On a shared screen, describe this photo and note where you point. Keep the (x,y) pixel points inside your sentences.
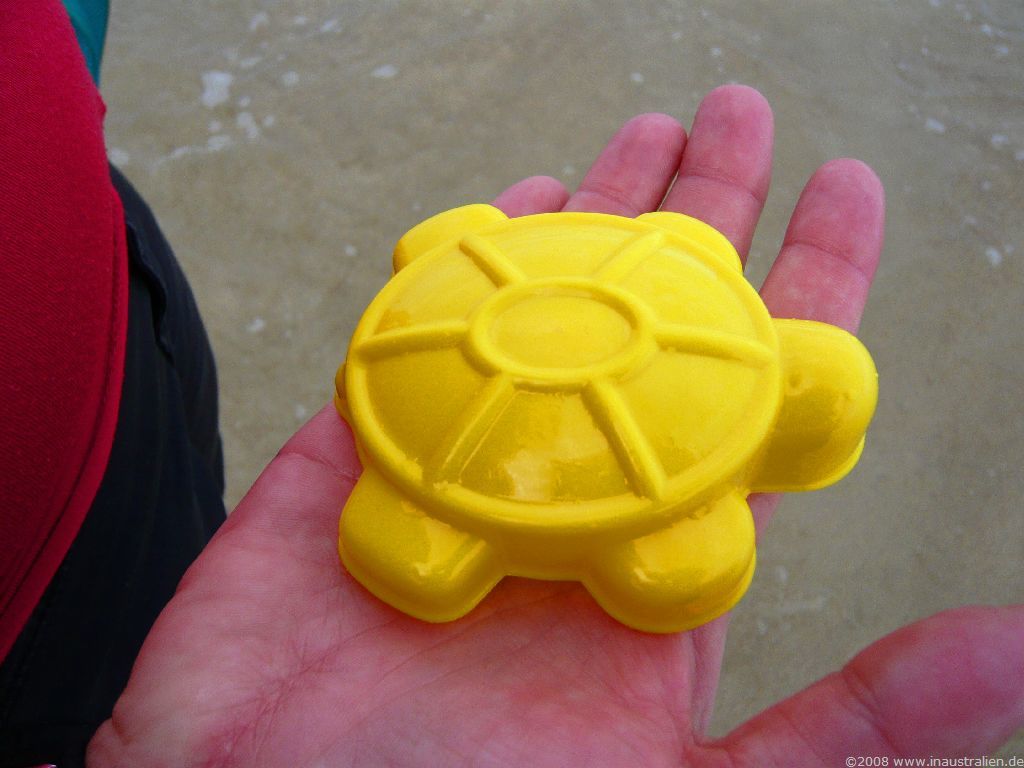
In this picture, we see the hand (353,637) of the person (315,584) holding a yellow color object (540,434). On the left side (27,253), we see a man (62,224) wearing the red T-shirt (80,261) and black pant (191,455). In the background (492,172), we see sand (353,112) and water (900,233).
